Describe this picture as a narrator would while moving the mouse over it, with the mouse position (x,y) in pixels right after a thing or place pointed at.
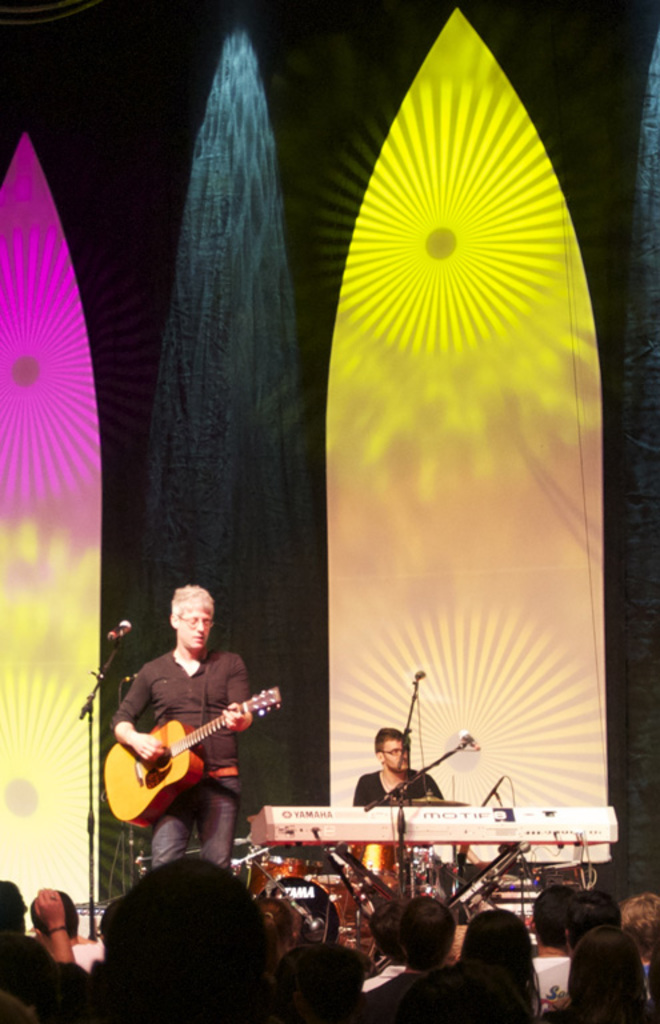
In this image I can see a man (204,701) standing and playing the guitar (159,765). In front of this person (205,711) there is a mike stand (94,673). At the back of this person (227,789) there is another person (381,776) sitting and playing the drums (370,866). On the bottom of the image (226,976) I can see few people (399,985) looking at the person (204,696) who is playing the guitar (151,785).
